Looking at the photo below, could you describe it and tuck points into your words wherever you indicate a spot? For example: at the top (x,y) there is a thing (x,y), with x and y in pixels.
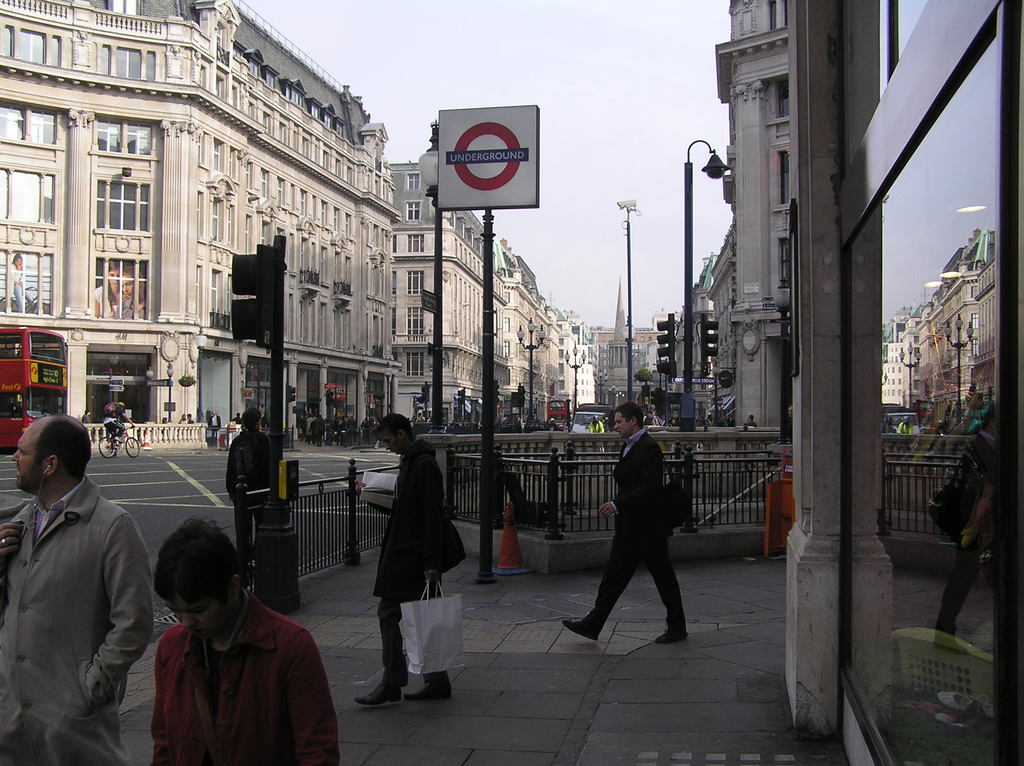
This image consists of a building (291,289). It looks like it is clicked on the road (171,457). In the middle (345,468), there is a road (213,513). There are many persons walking in this image. At the bottom (485,700), there is a pavement (433,702). At the top (497,65), there is a sky (462,47). To the left (14,389), there is a bus (15,371).
